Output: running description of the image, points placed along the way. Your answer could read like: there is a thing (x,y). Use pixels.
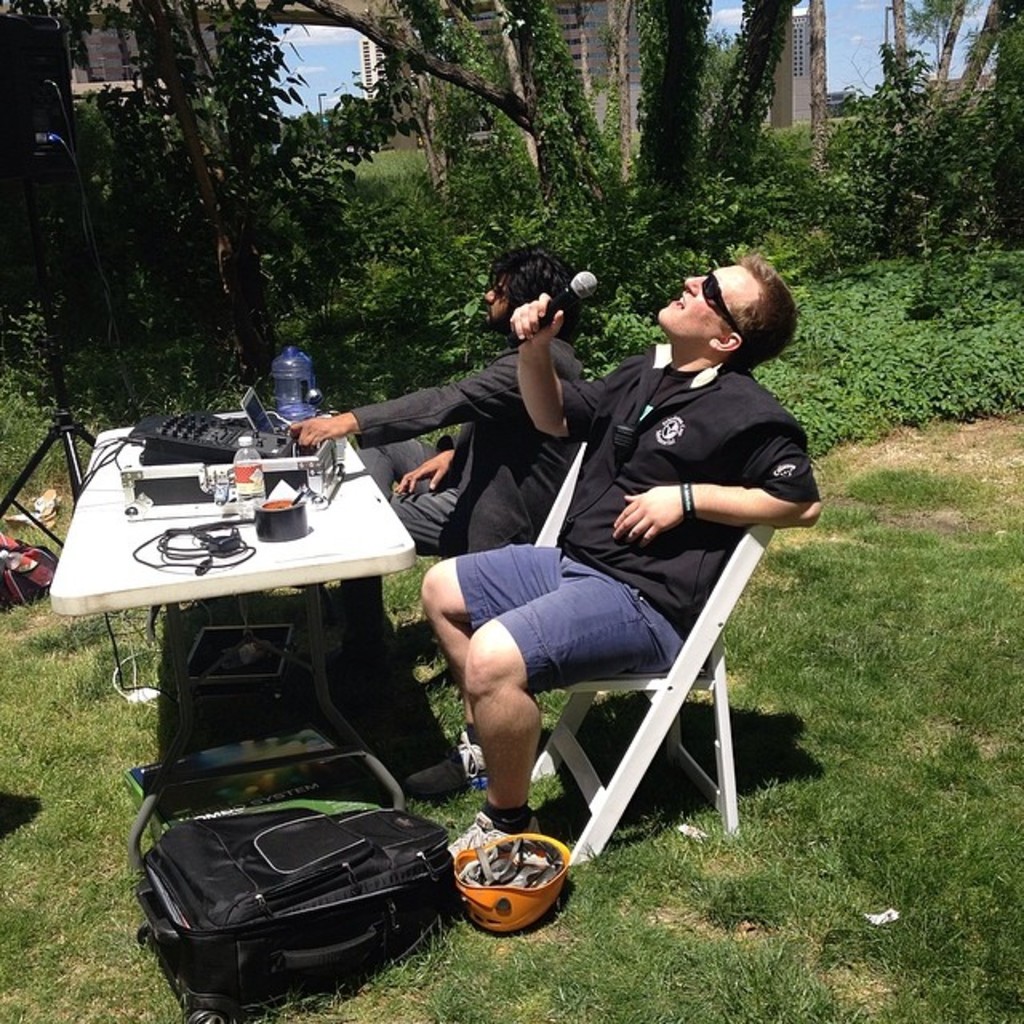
In this image we can see people (474,486) sitting. The man (511,752) sitting in the center (578,537) is holding a mic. There is a table (263,563) and we can see bottle (249,489), laptop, wires (234,552) and some objects (289,447) placed on the table (141,580). On the left (65,414) there is a stand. At the bottom (259,928) there are bags (379,865) and a helmet (483,914) placed on the grass (571,990). In the background (815,60) there are trees (509,121), buildings (369,77) and sky (852,15).
